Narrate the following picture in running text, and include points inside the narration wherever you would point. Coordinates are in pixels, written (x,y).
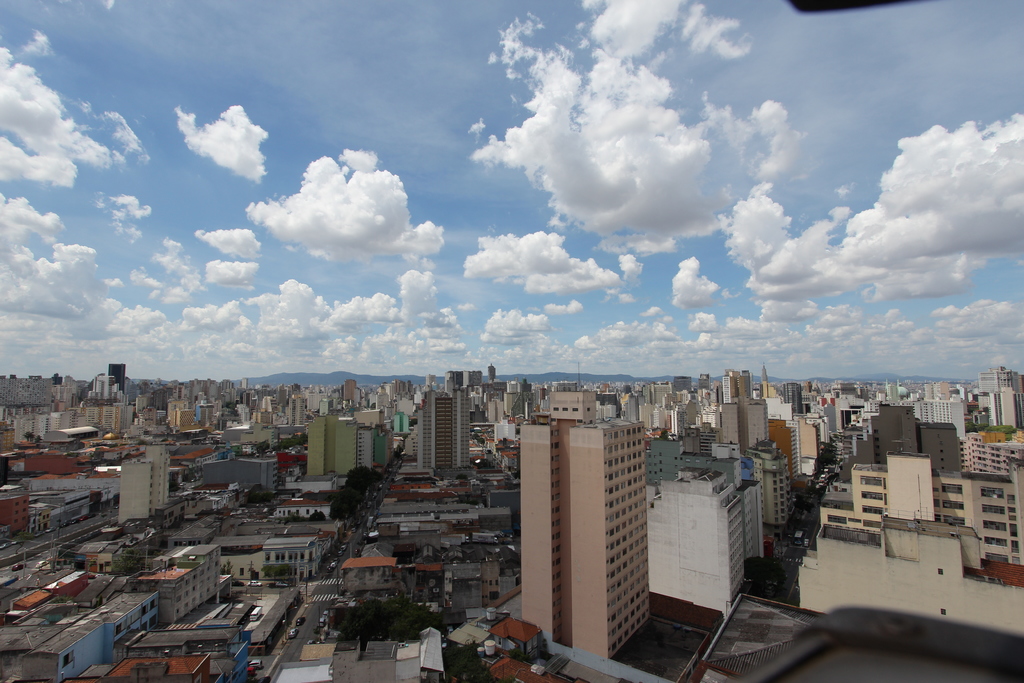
In this picture we can observe some buildings (485,515). There are some roads (307,612). We can observe some vehicles (326,617) on these roads (339,575). In the background (330,380) there are hills (398,375) and a sky (577,229) with some clouds (282,236).
